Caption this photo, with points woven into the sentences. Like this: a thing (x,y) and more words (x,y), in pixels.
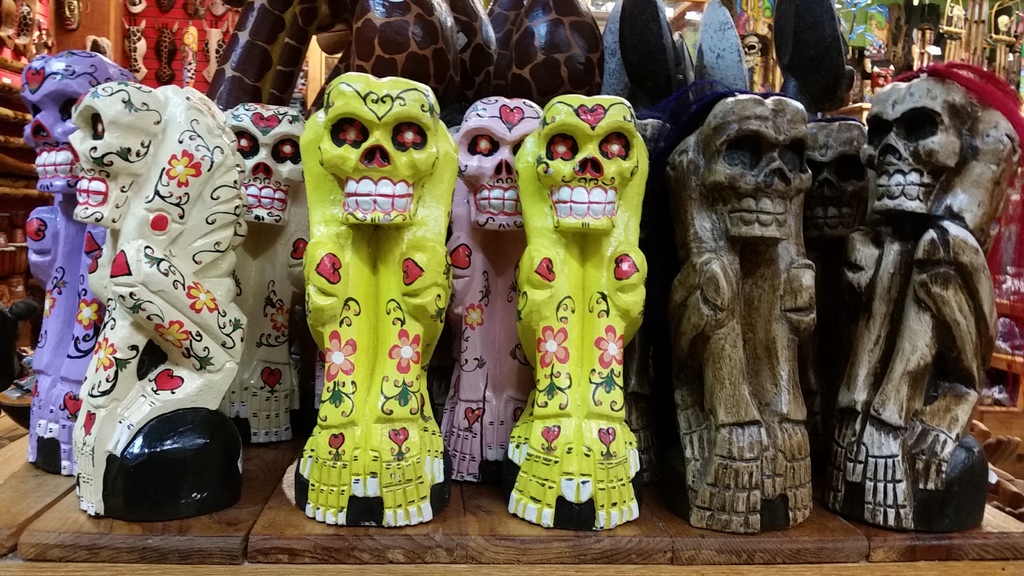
In this image I can see sculptures (853,163) are on the wooden surface (254,468).
